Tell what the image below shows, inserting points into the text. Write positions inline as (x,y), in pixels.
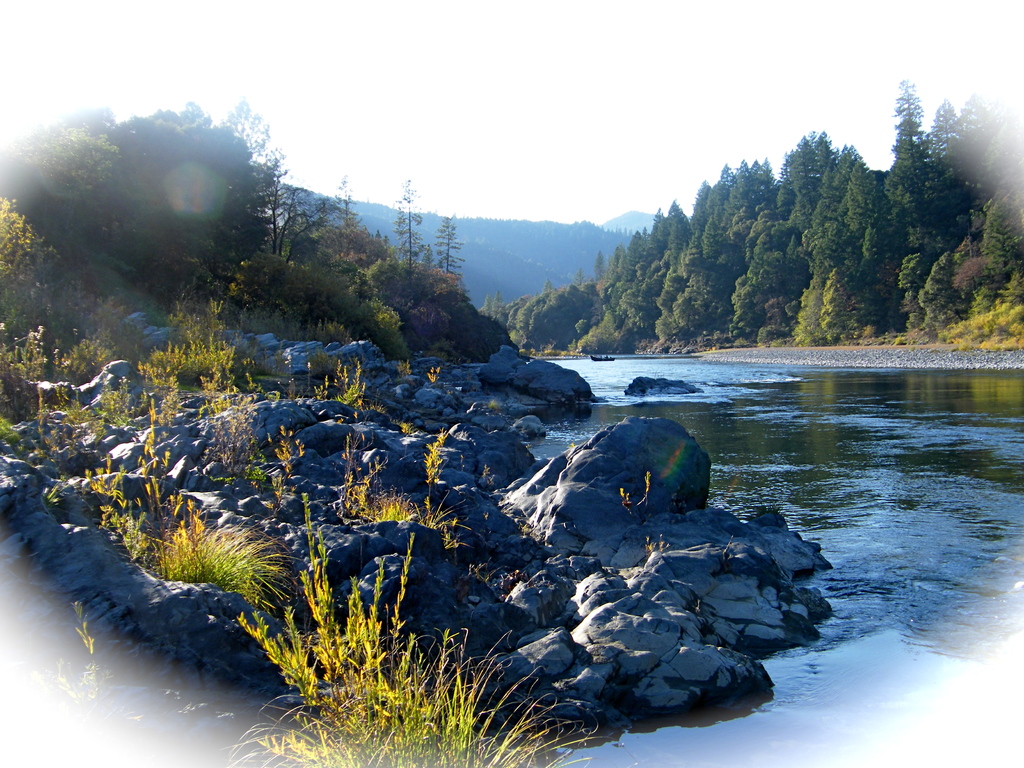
In this picture I can see the rocks (468,498). I can see water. I can see trees (652,282). I can see the sky (487,121).
